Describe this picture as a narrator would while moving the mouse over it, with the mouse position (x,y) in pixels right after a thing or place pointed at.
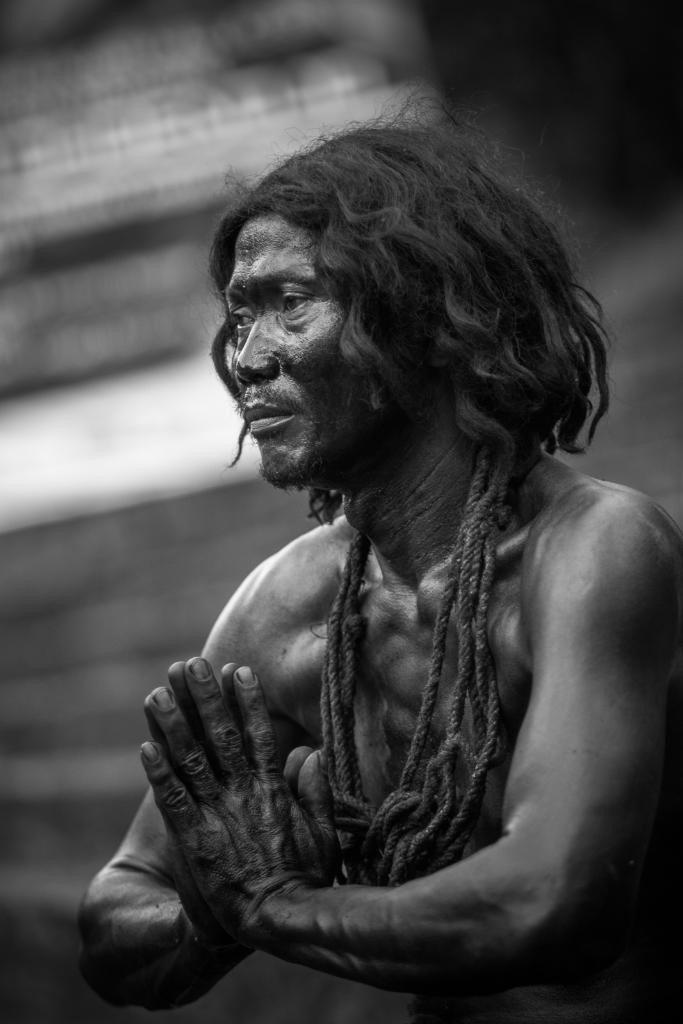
This is a black and white image. Here I can see a man (395,725) facing towards the left side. There is a rope (361,568) around his neck (422,472). The background (118,163) is blurred.
